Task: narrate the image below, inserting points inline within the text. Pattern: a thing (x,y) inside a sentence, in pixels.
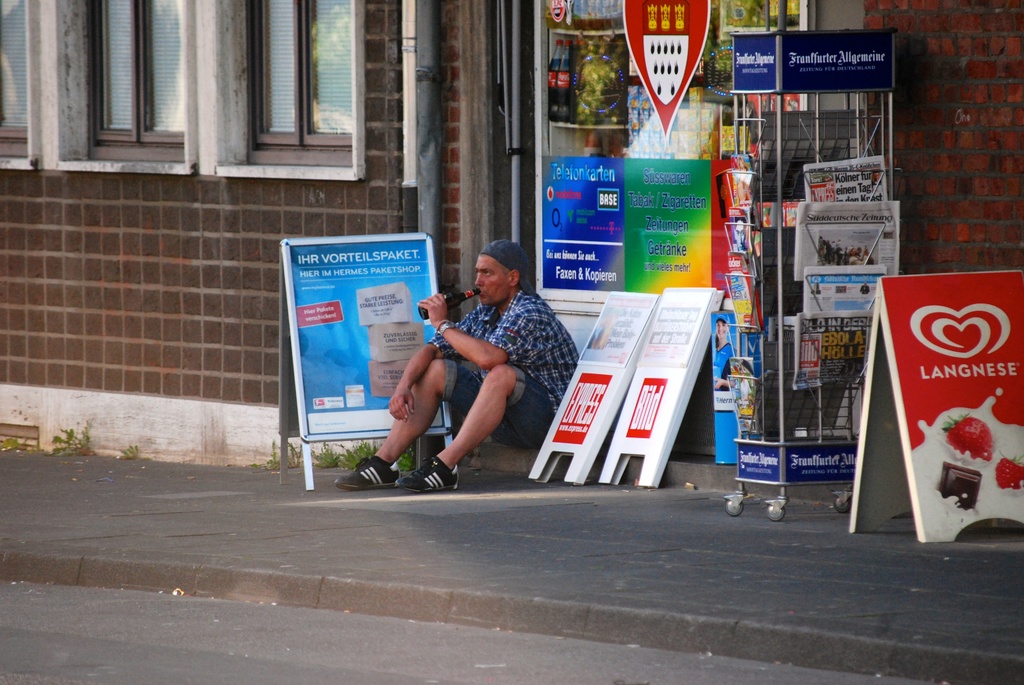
In this image there is a person (446,454) sitting on the pavement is drinking, beside the person (428,359) there are posters (393,343) on boards (393,333) and there is a paper stand (769,318) with papers (816,322), behind the person (481,325) there is a wall (390,110) with windows (344,147), in front of the person (460,346) there is pavement (89,585).
